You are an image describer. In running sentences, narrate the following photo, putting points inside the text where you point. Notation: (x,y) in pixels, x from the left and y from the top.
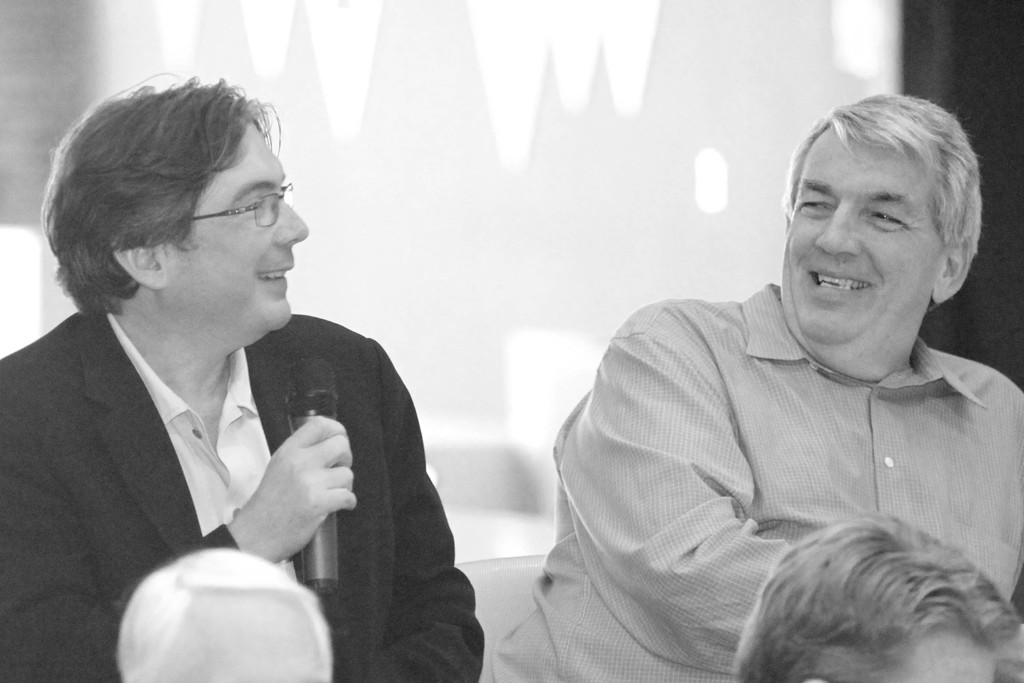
In this image we can see men (141,246) who are sitting and one of them is holding a mic (322,371) in his hands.
